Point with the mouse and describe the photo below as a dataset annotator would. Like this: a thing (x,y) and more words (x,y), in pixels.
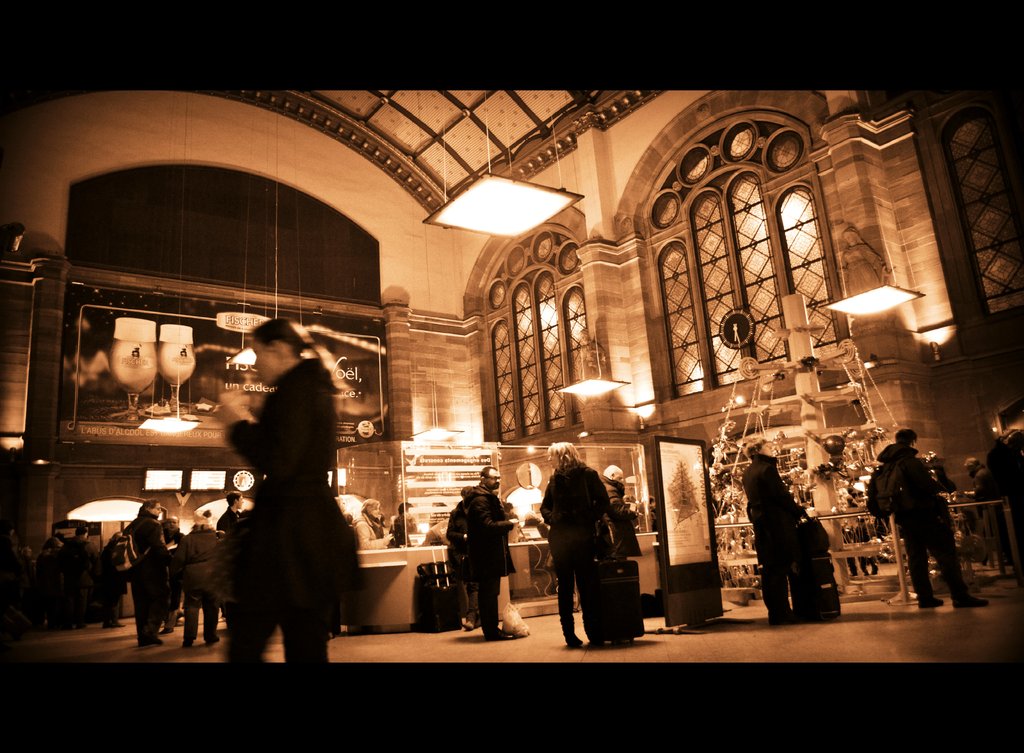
In this image I can see group of people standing and I can see suitcase (440,575), boards (689,530), lights (526,217), glass windows (722,254) and building (618,273).
